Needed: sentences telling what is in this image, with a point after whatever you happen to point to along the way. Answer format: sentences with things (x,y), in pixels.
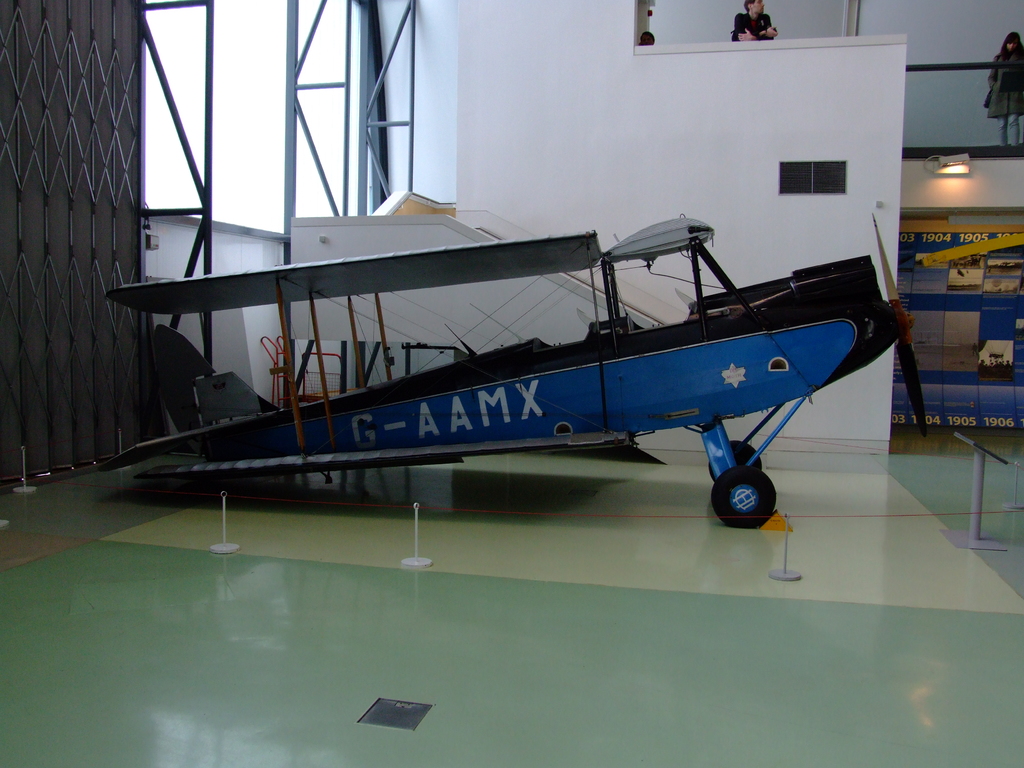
This picture might be taken inside the room (916,376). In this image, on the left side (137,242), we can see a metal grills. In the middle of the image (670,373), we can see a vehicle (757,503). On the right side (1016,270), we can see a hoarding (1019,255). In the background (691,140), we can see a wall (731,136), window (336,3) and two people (1005,60) man (753,8) and woman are standing. At the bottom (762,600), we can see a floor (471,601).
